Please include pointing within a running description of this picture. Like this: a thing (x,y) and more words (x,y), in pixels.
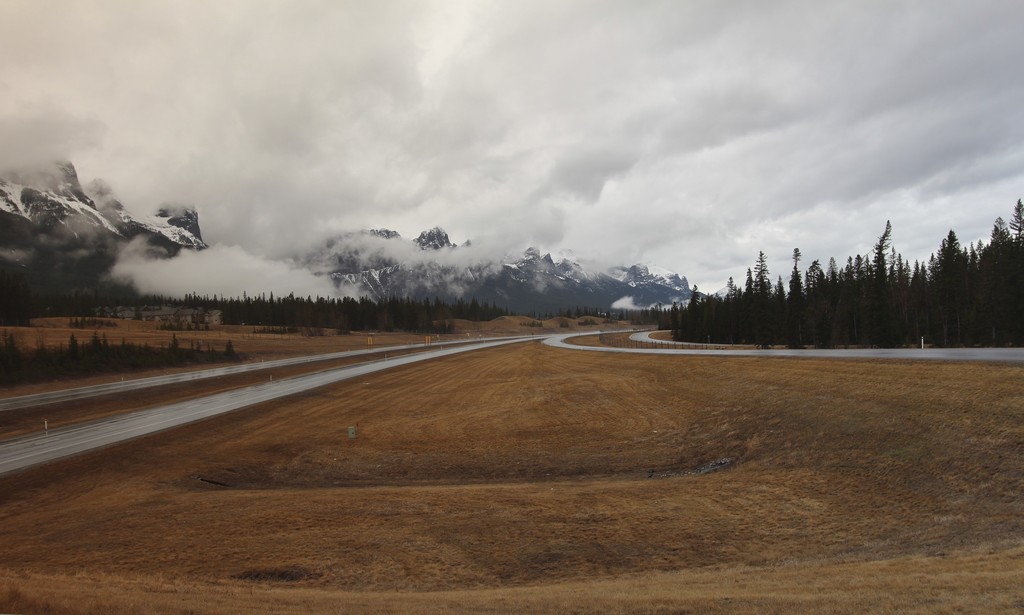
In this image I can see the ground (333,518) and road (52,450). To the side of the road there is a railing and many trees (970,344). In the back (361,260) there are mountains (61,265), fog (293,285) and the sky (307,125).
